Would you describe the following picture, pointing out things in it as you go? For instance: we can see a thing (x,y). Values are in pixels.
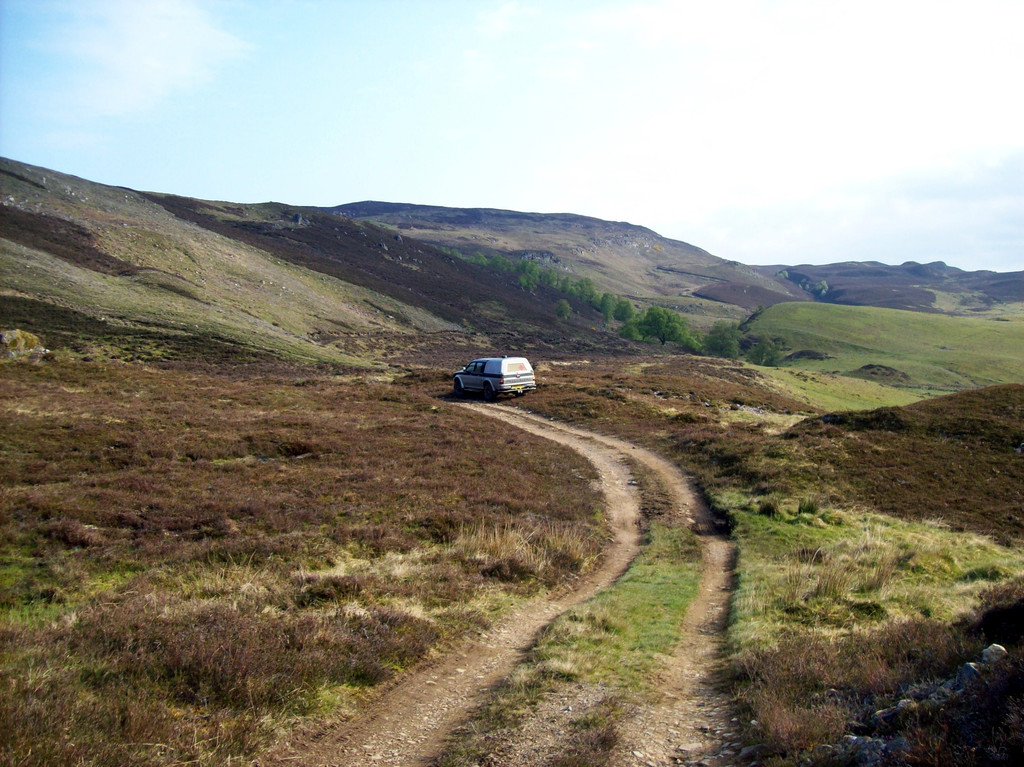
In this image we can see the vehicle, grass (979,564), dried grass (833,625), stones (965,671), trees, hills (817,324), at the top (478,173) we can see the sky (720,160).
